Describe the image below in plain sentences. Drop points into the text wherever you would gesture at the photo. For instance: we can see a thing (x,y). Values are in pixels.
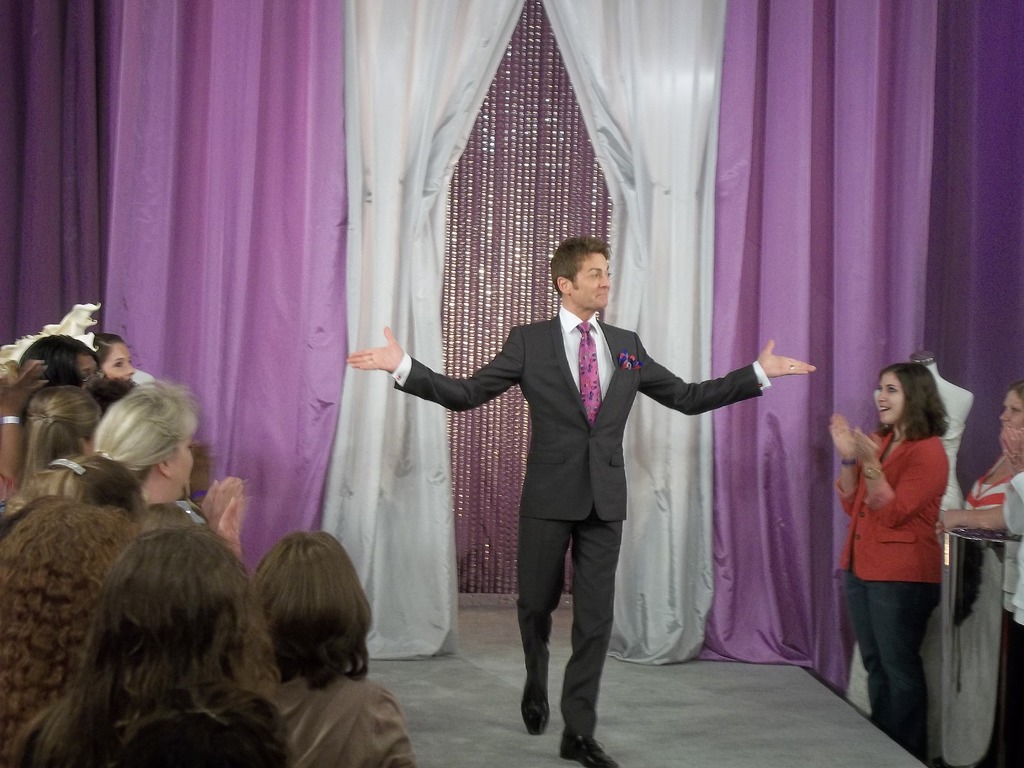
In this image, we can see a man (590,528) in a suit (592,586) is walking on the walkway (557,748). On the right side (870,570) and left side of the image (65,518), we can see few people (3,598). Few are clapping their hands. Background (888,232) we can see curtains (516,257). Here there is a mannequin (953,391).
